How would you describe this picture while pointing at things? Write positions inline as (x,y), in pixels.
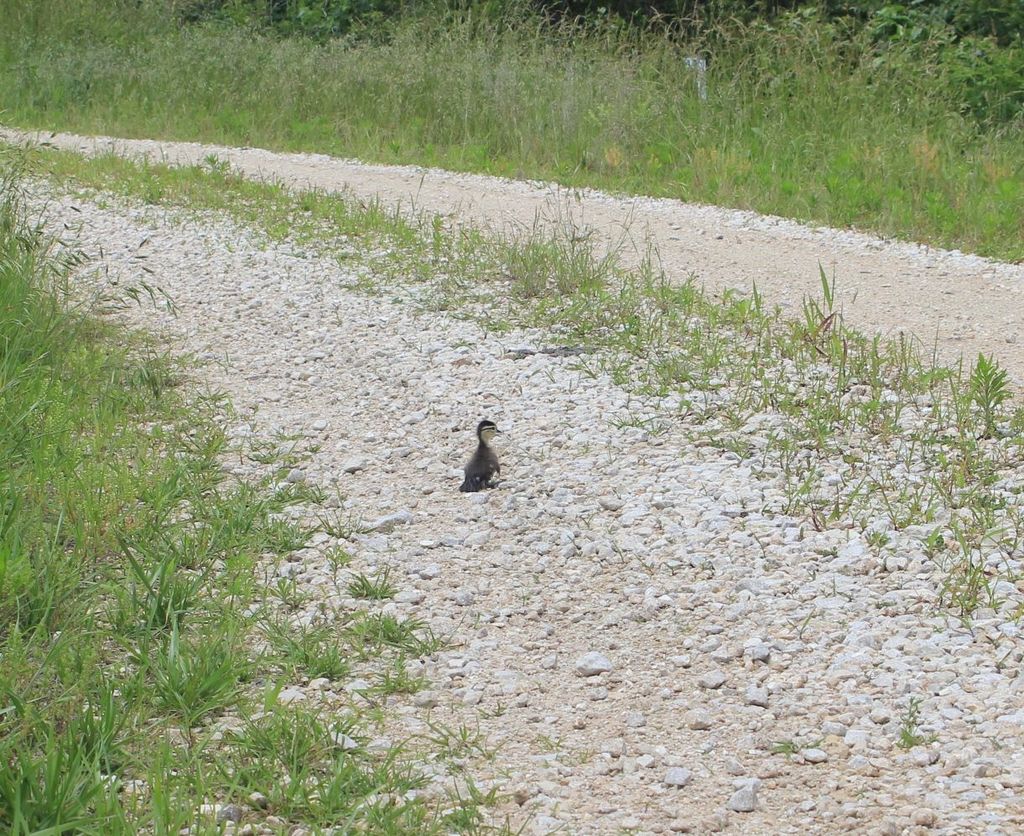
In the center of the image (469,488) there is a bird (476,476). At the bottom (611,764) we can see stones (639,774) and grass (139,517).
